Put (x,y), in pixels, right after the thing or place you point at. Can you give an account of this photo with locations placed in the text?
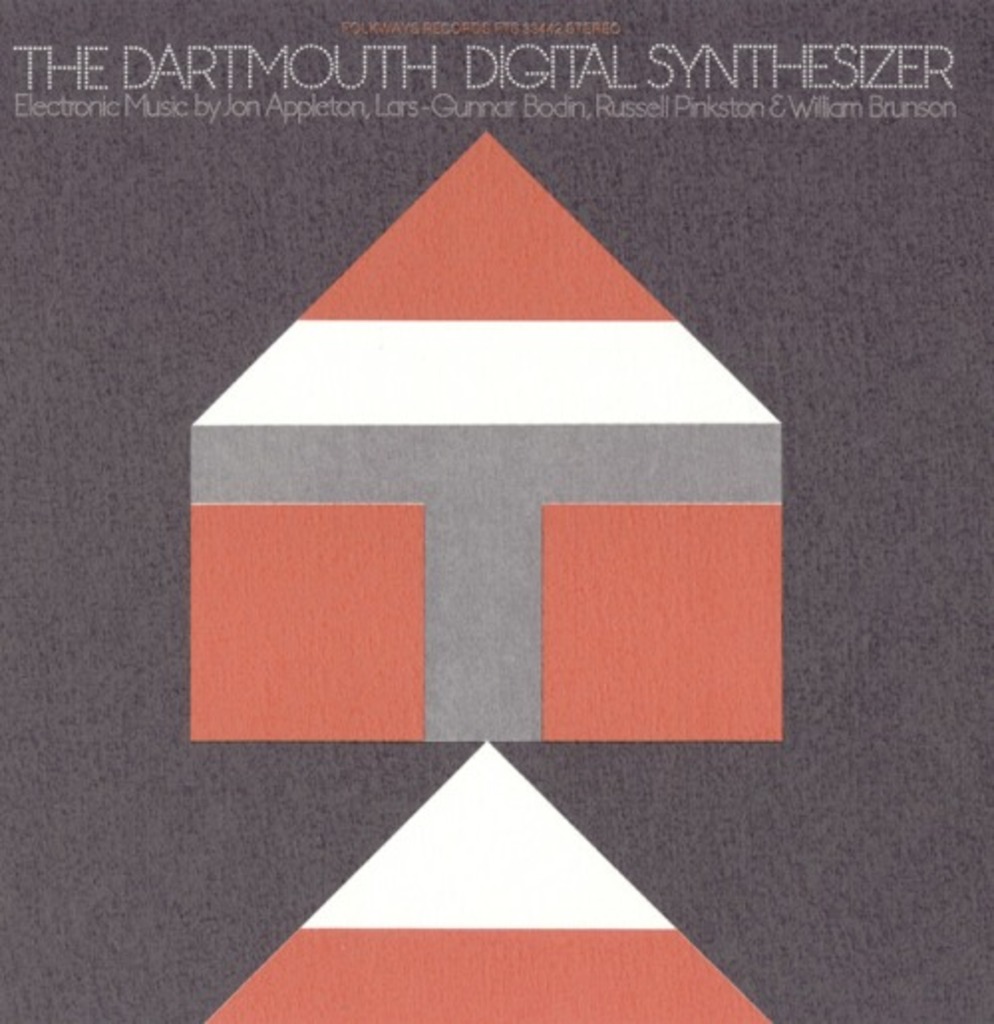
In this image, It looks like a poster (650,848) with a design (475,535) and some text (354,65) written on it.
